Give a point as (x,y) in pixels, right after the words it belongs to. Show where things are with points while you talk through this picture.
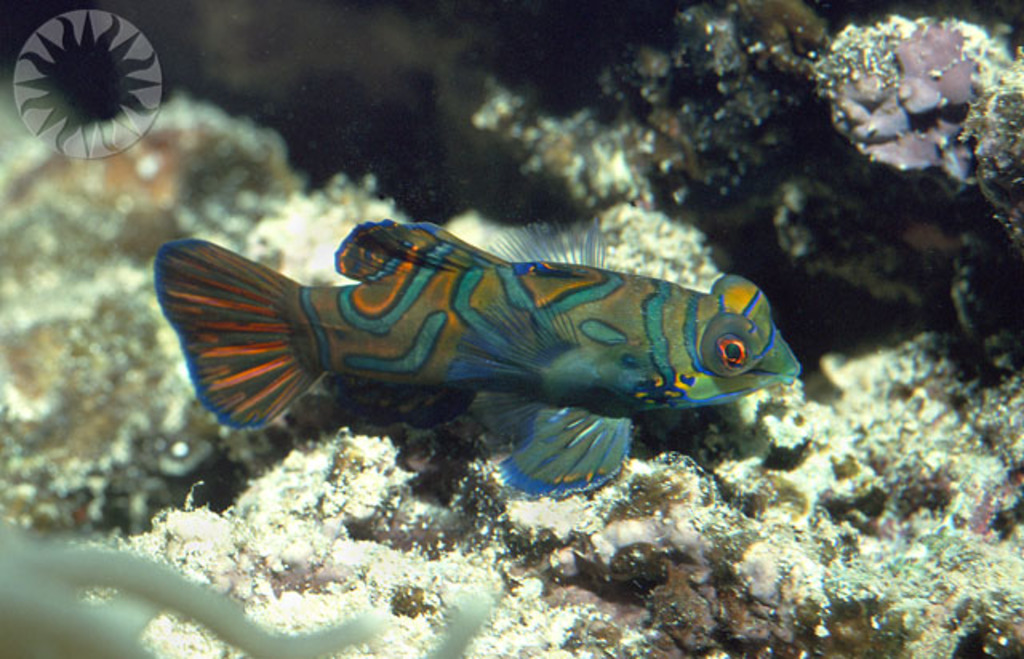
In this picture we can see a fish (166,297). Behind this fish (166,297), we can see a few things (533,172). There is a logo (122,70) visible in the top left (51,91). We can see a white object (33,622) in the bottom left (80,622).
